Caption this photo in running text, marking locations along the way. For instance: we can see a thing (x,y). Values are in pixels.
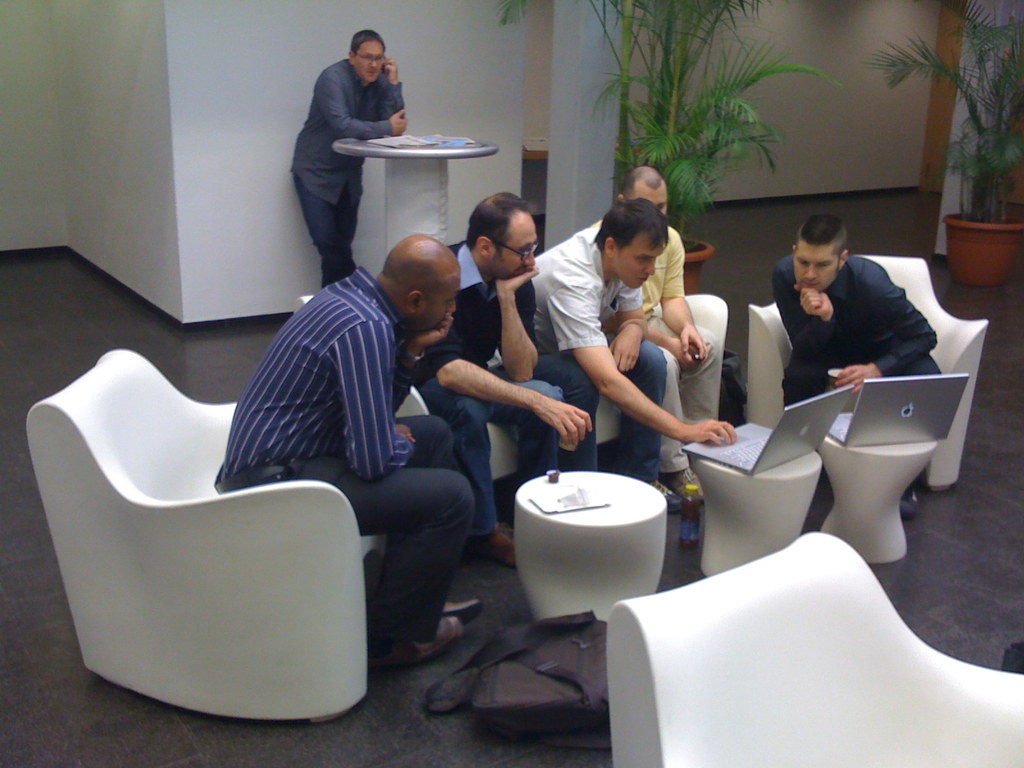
Few persons (275,457) are sitting on the chairs (960,461) and this person (372,105) standing, in front of this person (385,123) we can see table (465,150). We can see laptops (937,390) on the chairs (788,492). We can see bag (483,703) on the floor (180,724). Behind these persons (619,220) we can see plants (1000,144), wall (837,124).
